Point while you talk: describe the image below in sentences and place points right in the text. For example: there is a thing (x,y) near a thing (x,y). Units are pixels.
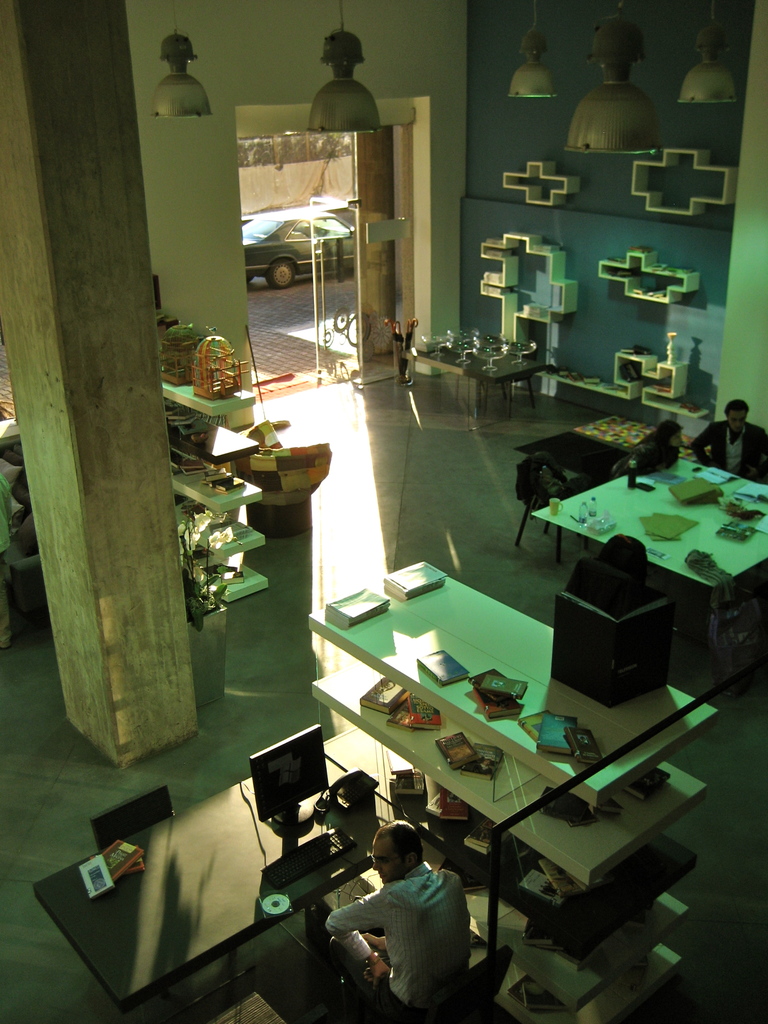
There is a room (305,542) here and we can see a pillar (120,326). In front of the pillar (171,654) there is a table (275,855) on which a computer (272,817) is placed. A man (410,942) is sitting in front of a computer (262,805). Beside him there are some cupboards (563,760). In the background (294,244) we can observe a car (290,245) here.
